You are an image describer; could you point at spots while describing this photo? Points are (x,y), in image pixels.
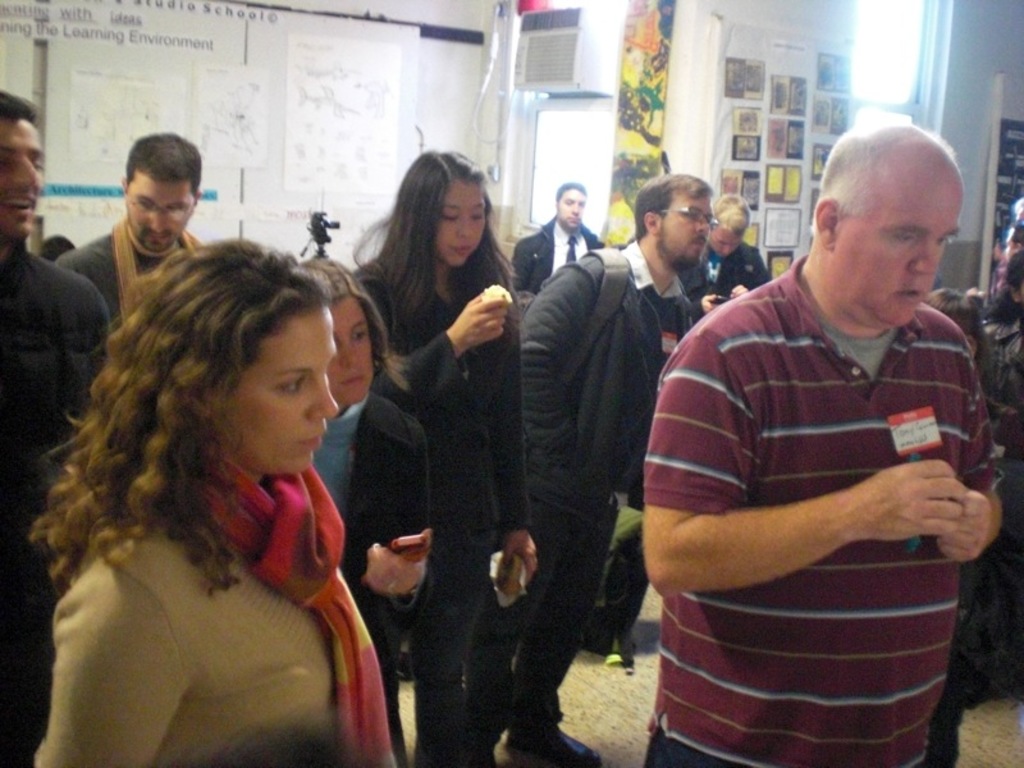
There are group of people (453,386) gathered in area (316,249) inside some organisation, they are wearing badges (931,437) to their dress (658,386) and behind them some posters (77,96) were stuck to the notice board (284,66), it is a school (212,13) and beside the people (727,214) there are many frames (789,189) on a banner (790,66) and it is attached to the wall (769,15) and there is an air conditioner (549,58) fit to the wall (690,42) on the left side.
